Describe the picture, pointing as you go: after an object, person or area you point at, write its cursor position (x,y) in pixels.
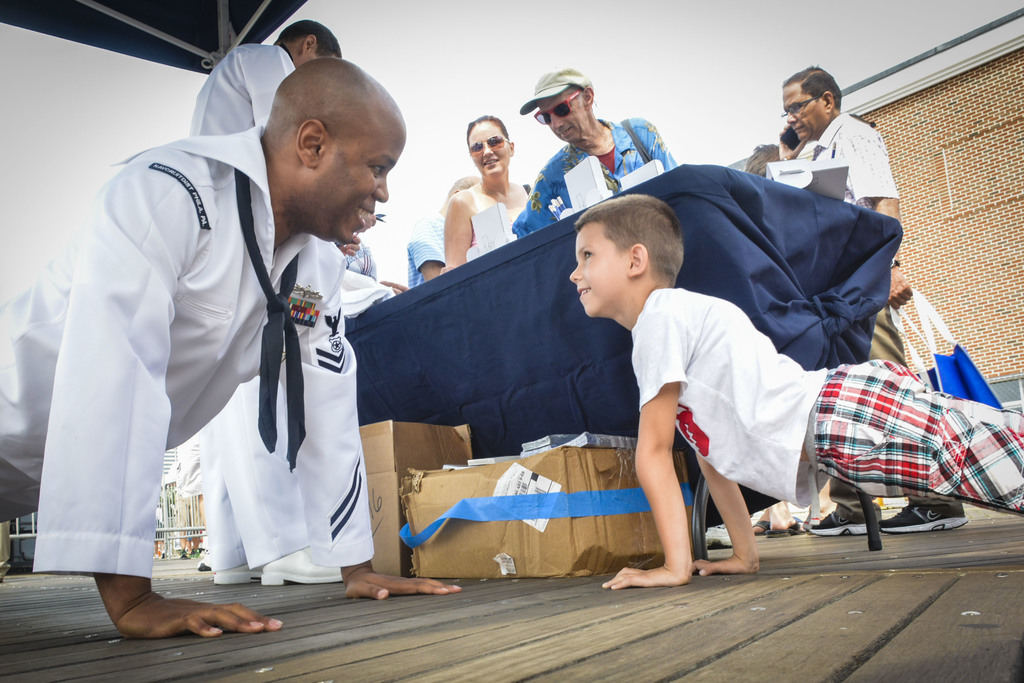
In this picture there is a navy officer (162,303) wearing white dress (212,314) and lying on the ground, smiling and looking to the boy (623,320). On the right side (763,415) there is a boy (703,377) wearing white t-shirt (672,342), is smiling and looking to him. In the background (543,229) there is a table (769,245) and a old man (587,157) wearing a blue color shirt (565,182) and standing. In the background (957,184) we can see of brown color house wall (957,218).
